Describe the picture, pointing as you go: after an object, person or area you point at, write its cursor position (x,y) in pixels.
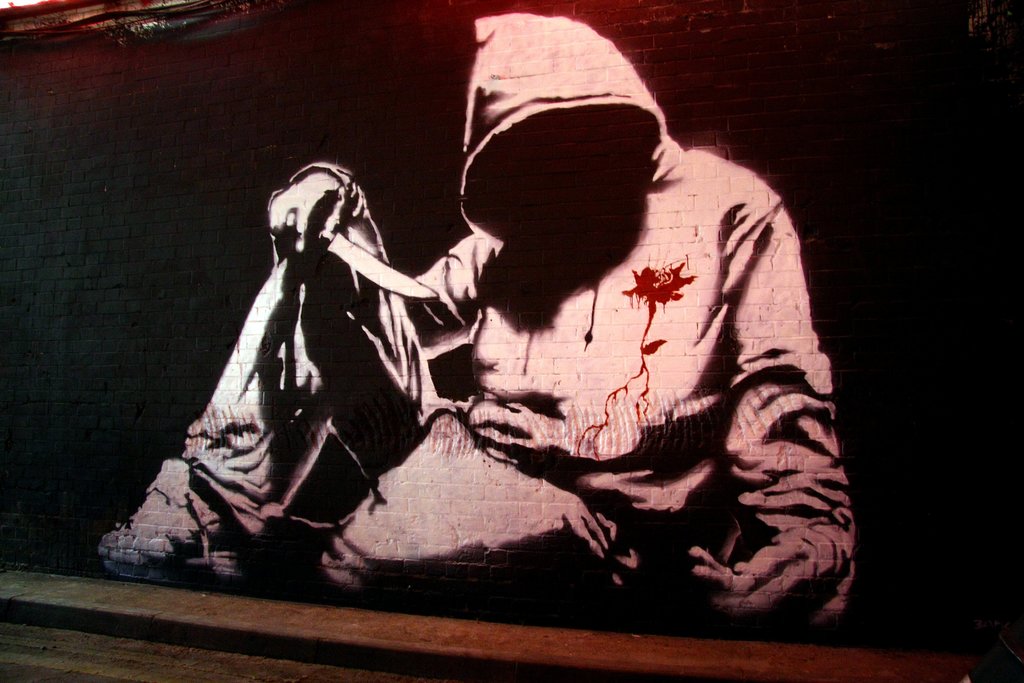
In this picture I can see a painting (543,369) of a person (611,441) sitting and holding a knife (413,295), on the wall (264,253).
